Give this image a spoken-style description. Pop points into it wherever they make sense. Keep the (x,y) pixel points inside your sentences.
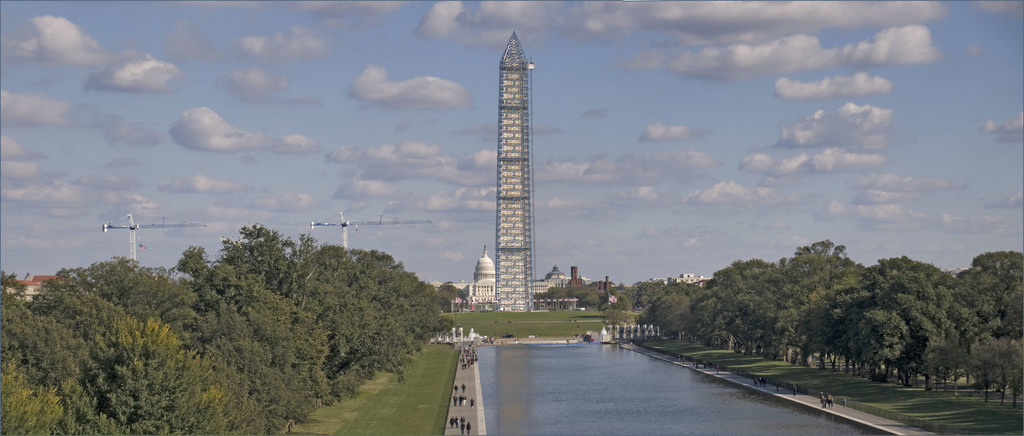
In this image we can see a group of persons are walking on the ground (473,347), here is the water (706,394), here are the trees (803,340), here is the grass (925,399), here is the tower (514,181), at above the sky (742,174) is cloudy.
